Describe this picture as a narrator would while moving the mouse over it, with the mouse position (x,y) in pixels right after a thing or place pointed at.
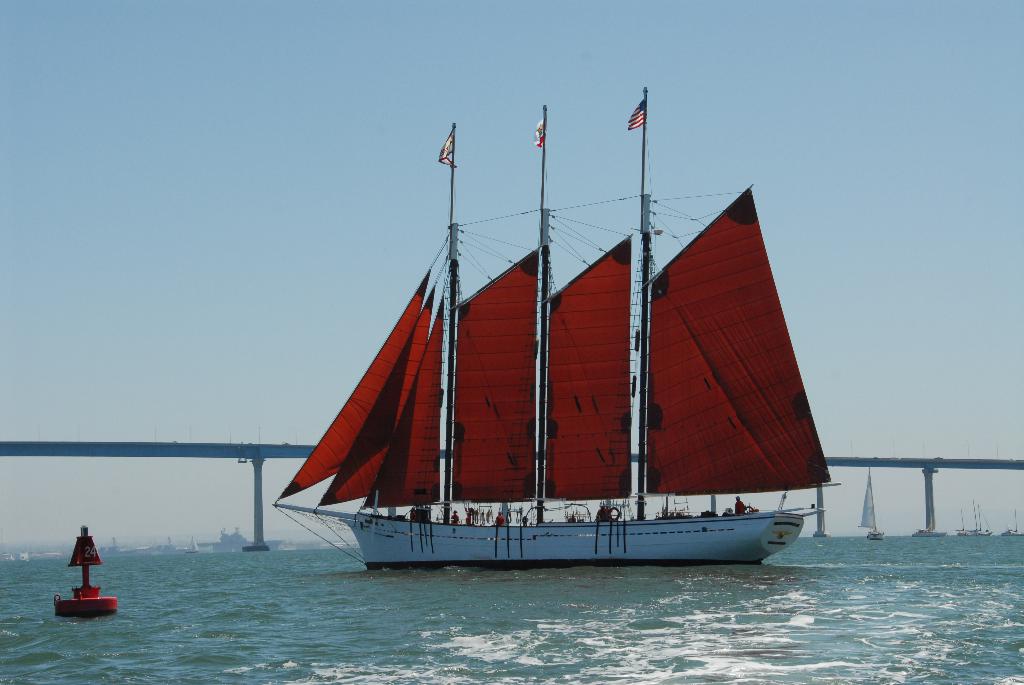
In this image I can see boats (678,522) on the water (602,609). Here I can see a red color object (86,591) on the water (129,574). In the background (932,434) I can see a bridge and the sky (199,310).
